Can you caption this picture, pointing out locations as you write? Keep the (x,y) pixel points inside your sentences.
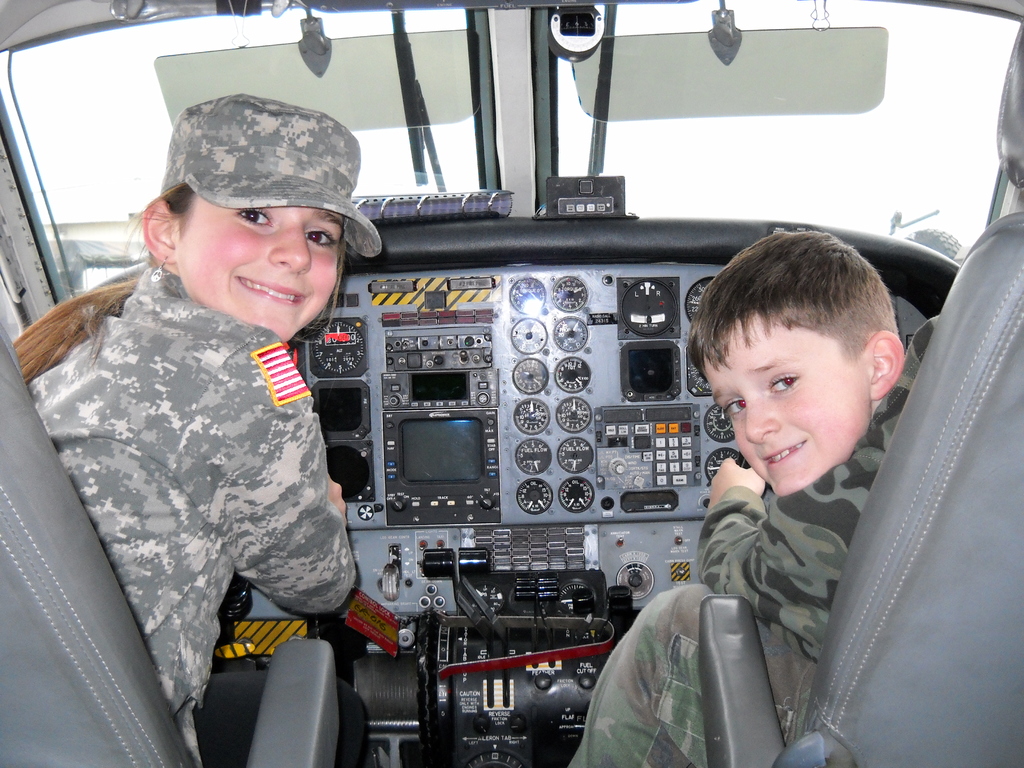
In this picture I can see the inside view of a vehicle (495,494), there is a girl (207,653) and a boy (754,385) sitting on the seats (73,529), there are meters (528,404), buttons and some other objects (454,484) inside the vehicle (469,504).
